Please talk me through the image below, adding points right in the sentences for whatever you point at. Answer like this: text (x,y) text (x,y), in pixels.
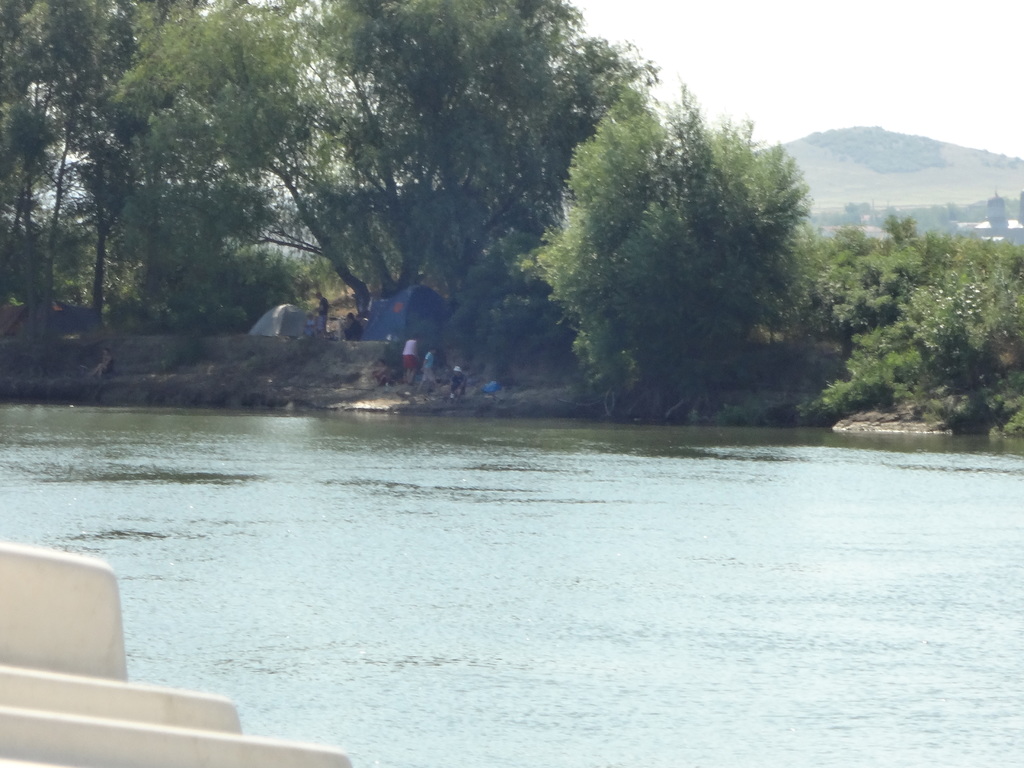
In the left bottom of the picture (99,655), we see wall (86,640) in white color. In the middle of the picture (535,499), we see water (415,640) and this water (415,617) might be in the river (578,589). Beside that, we see people (352,327) are standing. Beside them, we see tents (297,333) in white and blue color. There are trees (735,263) and hills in the background (793,210).
